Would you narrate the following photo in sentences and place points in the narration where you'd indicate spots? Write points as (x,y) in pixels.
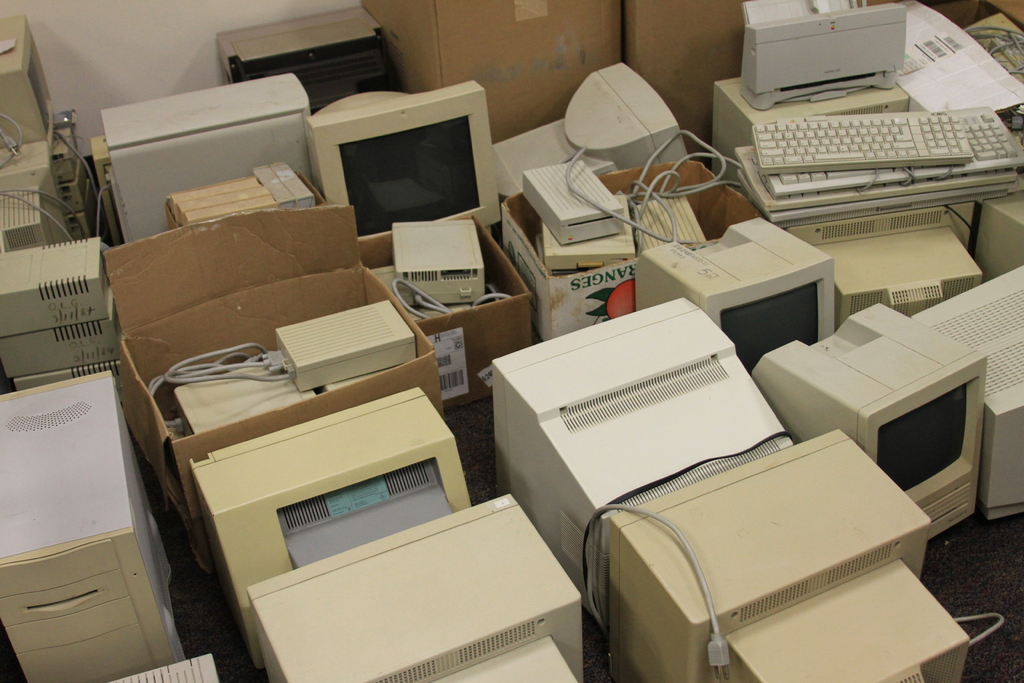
In this image, we can see some computers (788,276) and there are some carton boxes (423,355), we can see some keyboards (996,154).
